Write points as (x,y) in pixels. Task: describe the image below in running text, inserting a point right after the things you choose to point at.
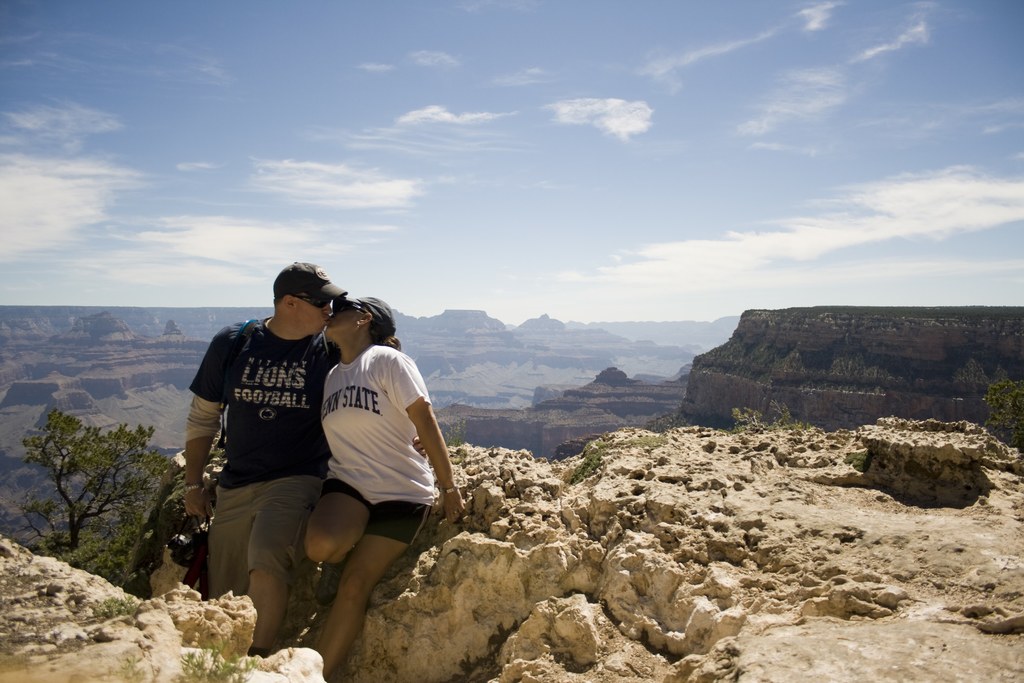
On the left side (317,454), there is a man (308,328) and a woman (338,548) kissing each other on a hilly surface (400,573). In front of them, there is a hill (197,631). On the right side (979,655), there is the hilly surface (823,588). In the background (900,390), there are mountains (462,343), trees (76,524) and there are clouds (794,98) in the sky (594,73).
